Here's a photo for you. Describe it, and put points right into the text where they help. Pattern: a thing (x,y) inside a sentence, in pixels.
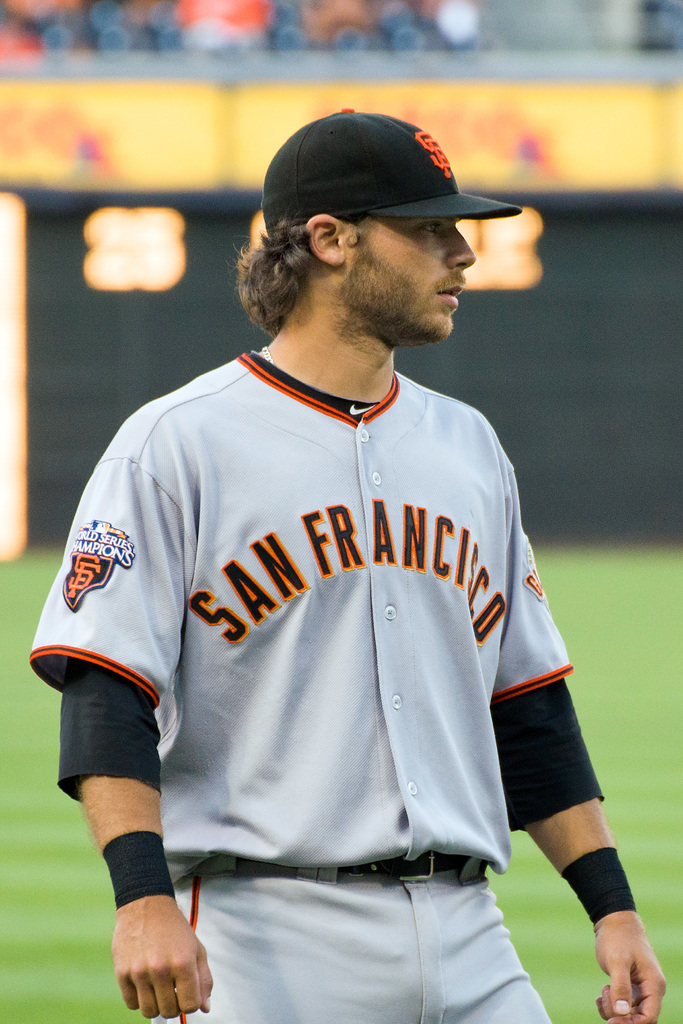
A man (462,975) is standing wearing a black cap (391,166) and white dress (278,600). The background (656,434) is blurred.
